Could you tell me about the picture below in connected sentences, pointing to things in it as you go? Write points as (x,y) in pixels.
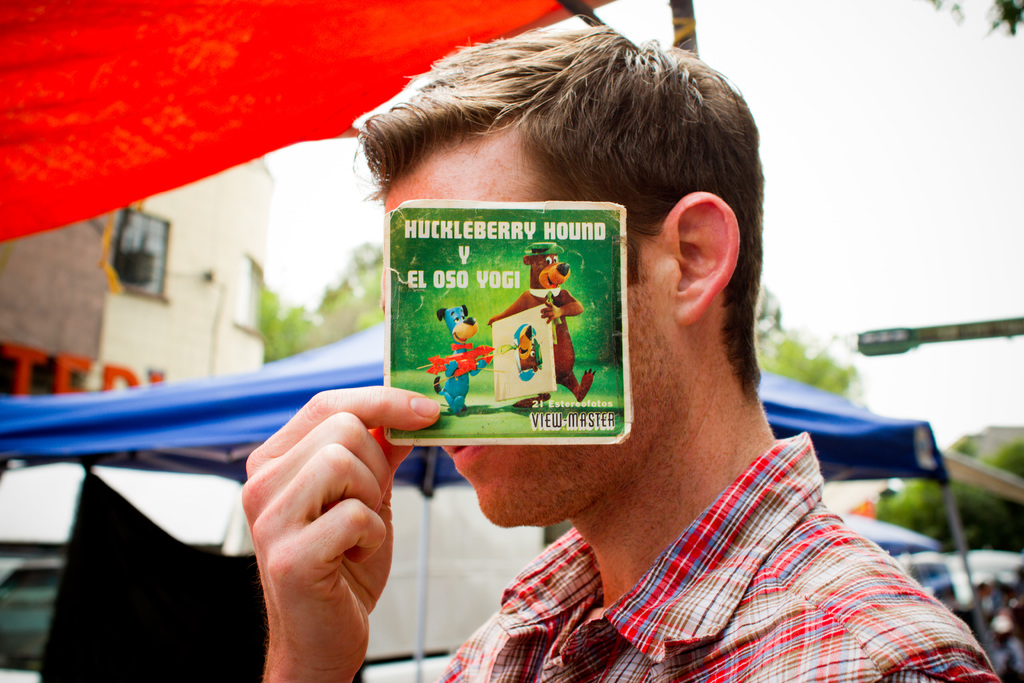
In this image there is a man (661,527) in the middle (650,335) who is hiding his face (596,316) with the card (514,293). On the card (476,328) there are cartoon images (457,356) and some text (492,229). In the background (867,443) there are tents (848,445). On the left side (82,299) there is a building (67,296) in the background (79,305). Beside the building (79,299) there are trees (297,319).
